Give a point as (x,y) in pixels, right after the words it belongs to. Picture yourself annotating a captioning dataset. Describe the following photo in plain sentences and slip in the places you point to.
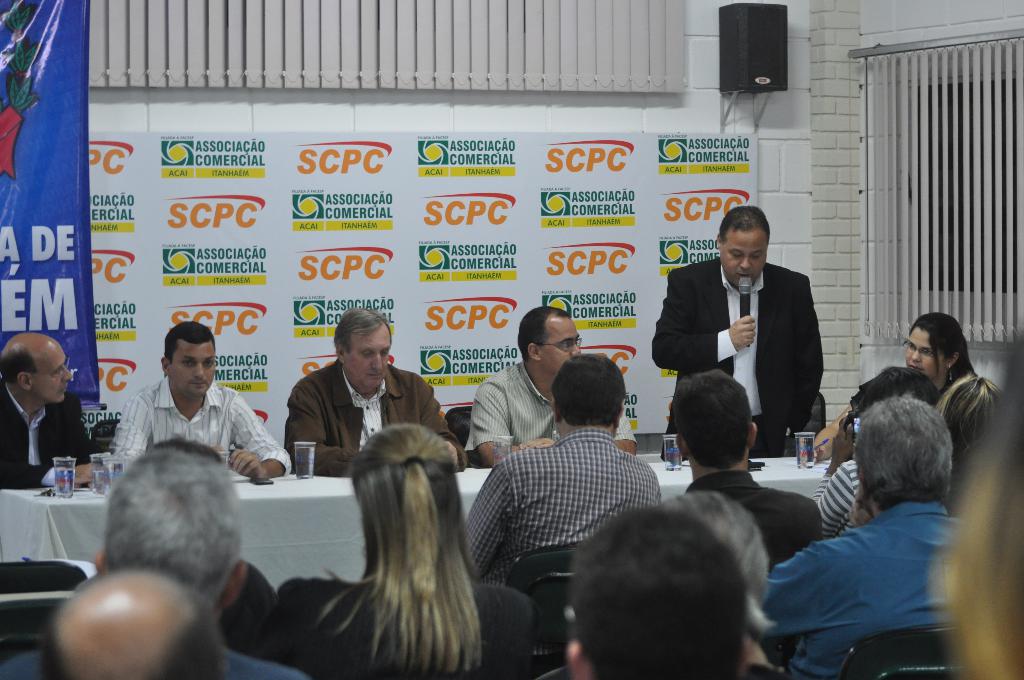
In this image I can see a group of people (616,496) sitting on the chair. In front (799,485) there is a table (790,476). On the table (790,467) there is a glass of water (802,453). There is a white cloth (782,471) on the table (484,473). At the back side (418,220) there is a banner (456,233) and something written in it. There is a blue banner (39,191). The man (770,310) is holding a mic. The wall (693,120) is in white color.
